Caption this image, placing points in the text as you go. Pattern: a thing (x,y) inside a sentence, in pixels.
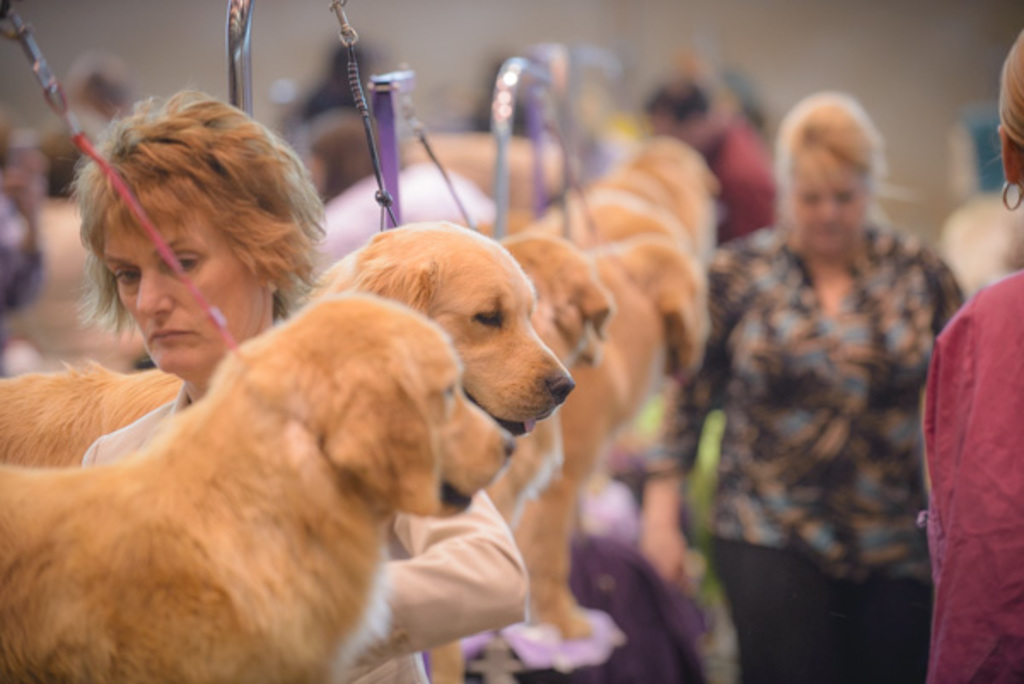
In this image we can see a few people (215,333), and dogs (319,299), there are wires (353,59), poles (550,60), and the background (465,97) is blurred.
